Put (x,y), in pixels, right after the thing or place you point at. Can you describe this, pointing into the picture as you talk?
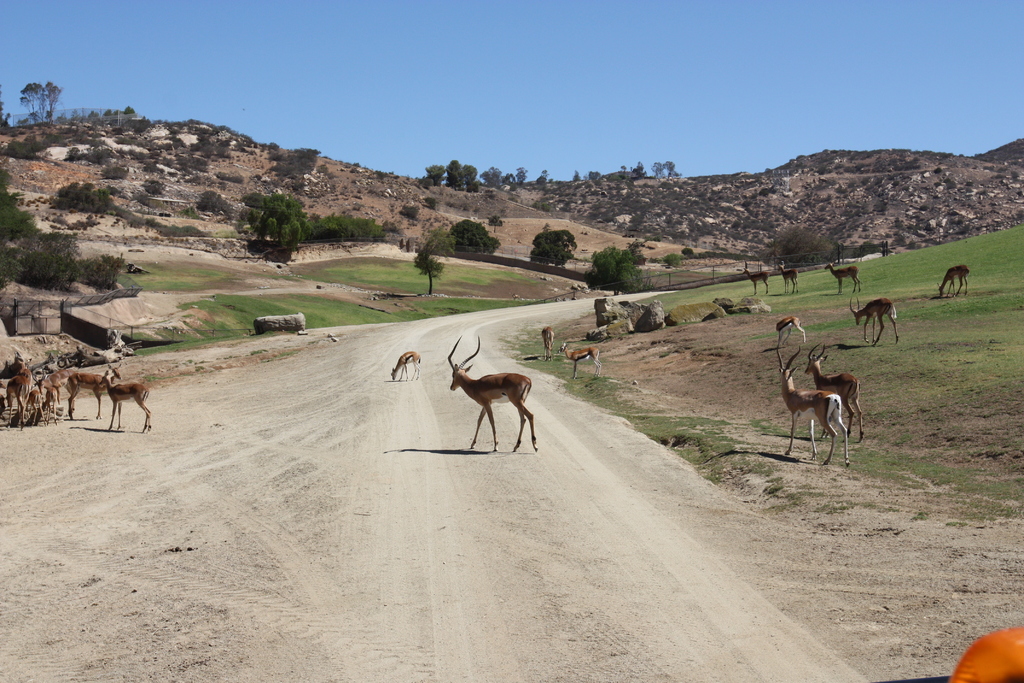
In this image we can see a few deer (20,412) on the road (609,510) and a few deer (837,419) on the grass (870,356). Here we can see the rocks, we can see trees (60,281), hills (634,230) and the blue color sky (208,117) in the background (442,147).
